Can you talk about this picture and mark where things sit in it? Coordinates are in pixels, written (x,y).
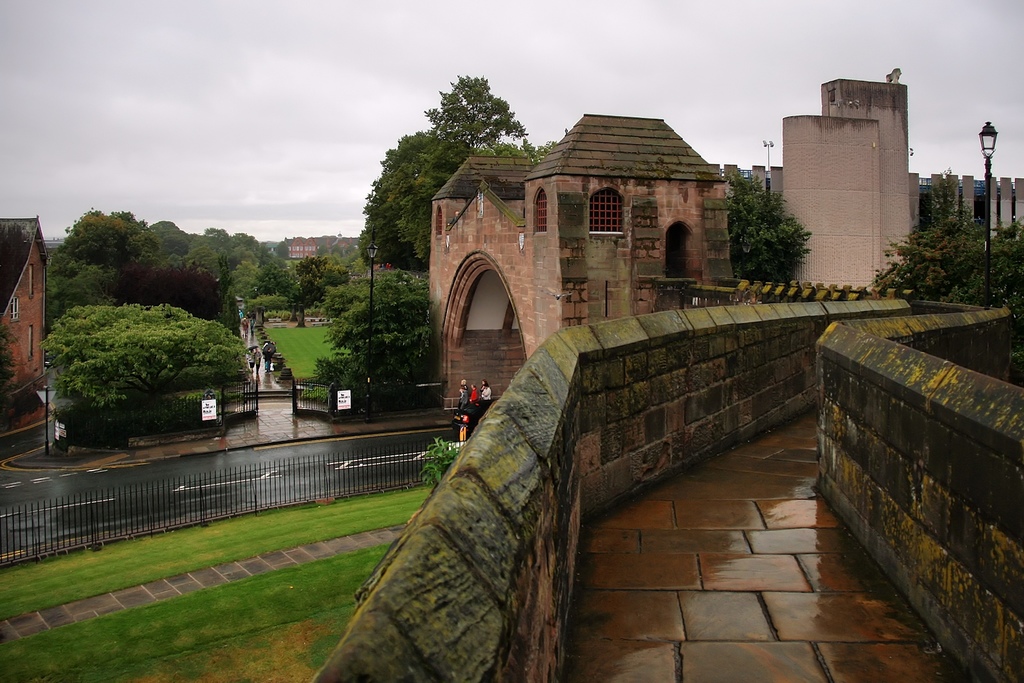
In this image I can see few buildings (711,172), windows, trees (409,227), fencing (337,483), few people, light poles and few boards (214,411) are attached to the fencing (231,415). I can see the sky (336,106).
